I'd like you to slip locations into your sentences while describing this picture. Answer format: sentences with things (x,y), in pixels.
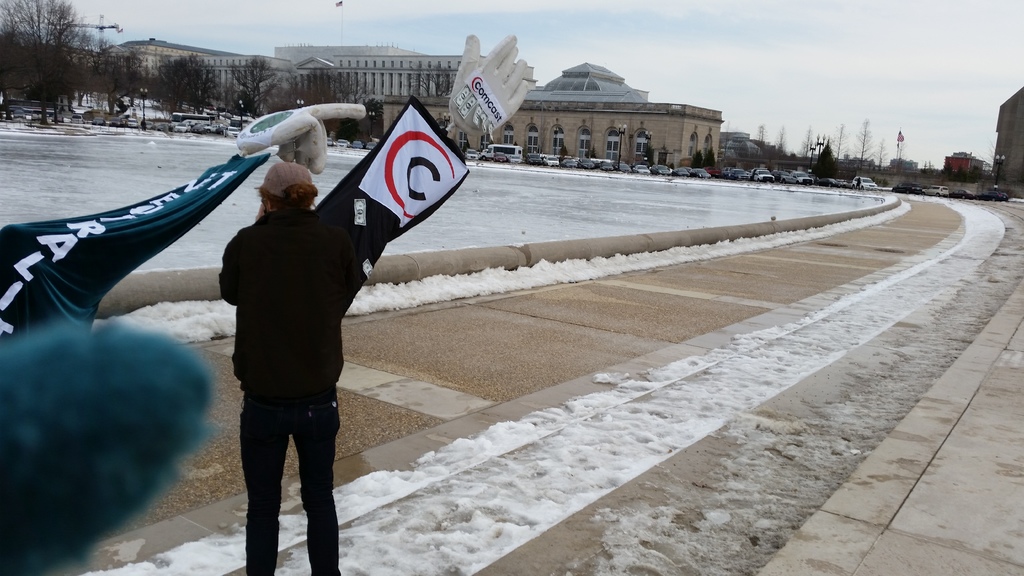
In this image we can see a road (611,319). In the background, we can see cars (572,160), buildings (547,123), poles (998,172), flags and trees (75,70). At the top of the image (383,36), we can see the sky (731,44). On the left side of the image (78,296), we can see an object (92,296) and a person (317,443). The person (319,458) is wearing a black color dress (319,310), cap (297,179) and holding a big object (440,144) in the hand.
